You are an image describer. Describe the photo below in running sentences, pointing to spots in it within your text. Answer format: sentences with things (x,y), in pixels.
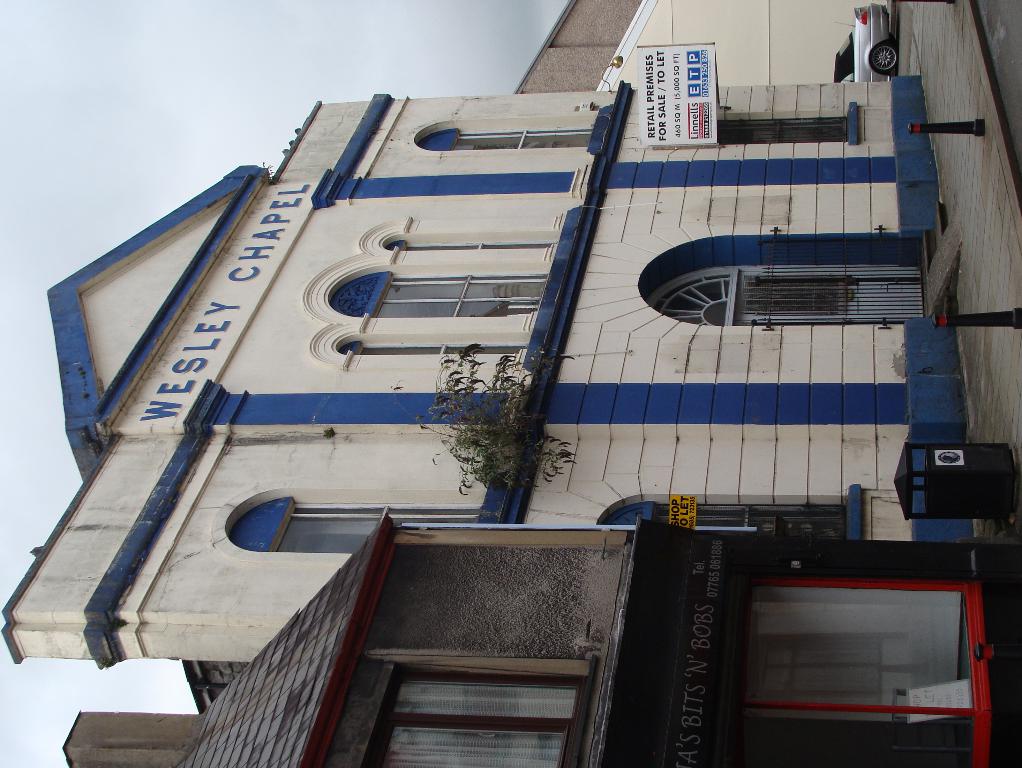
In this image I can see the building (380,263). I can see the board (649,144) to the building (601,177). To the side there is a vehicle (859,29). In the background (8,28) I can see the sky (143,63).
